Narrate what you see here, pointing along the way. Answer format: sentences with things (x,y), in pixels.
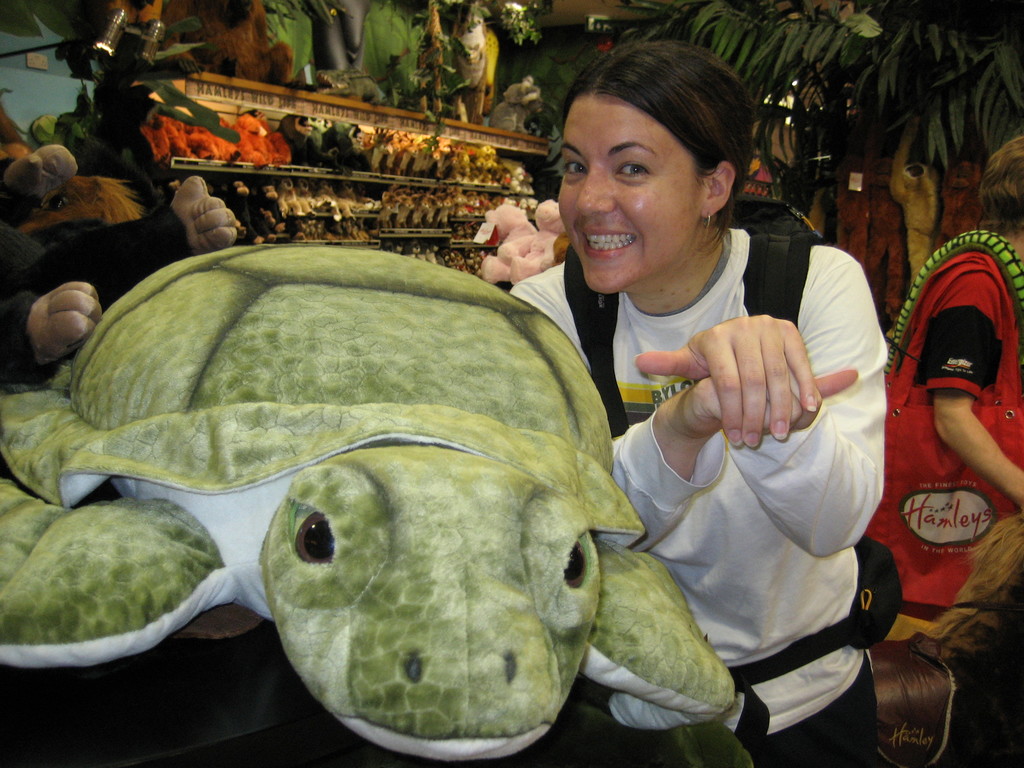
In this picture I can see a woman (629,212) in front (739,592) and I see a soft toy (331,413) near to her and I see that she is smiling. In the background (46,262) I see few more soft toys (46,262) and I see few people (1010,194).
